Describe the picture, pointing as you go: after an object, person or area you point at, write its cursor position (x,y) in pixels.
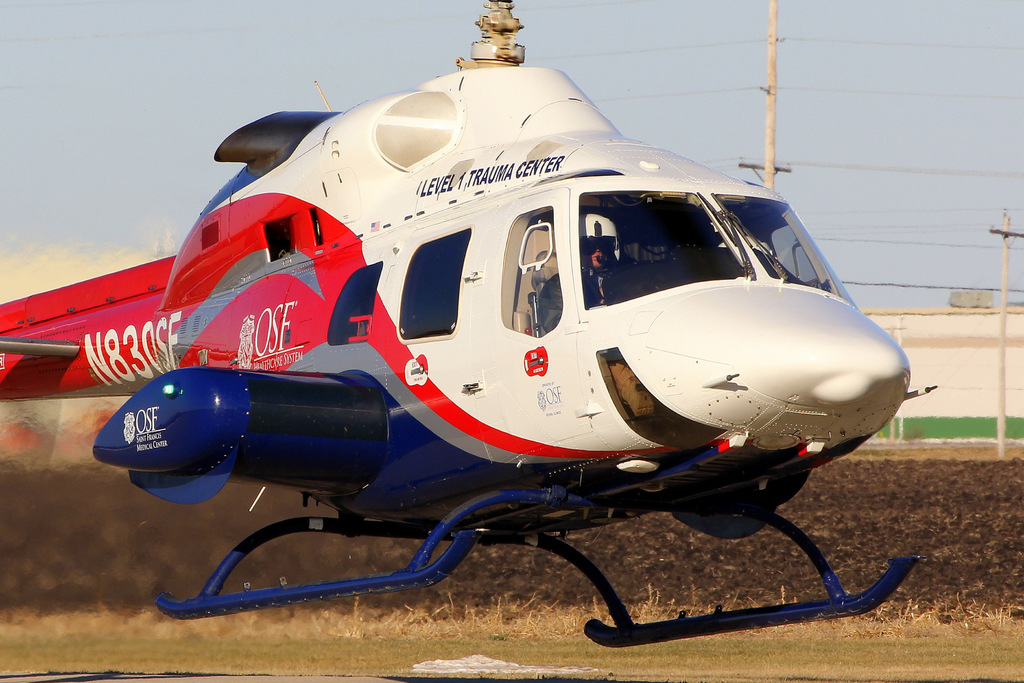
In this image in front (575,387) there is a helicopter (432,546). Behind the helicopter (609,379) there are current poles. In the background of the image (951,332) there is a building (958,348) and sky (956,42). At the bottom of the image (868,658) there is grass (844,656) on the surface (825,655).
